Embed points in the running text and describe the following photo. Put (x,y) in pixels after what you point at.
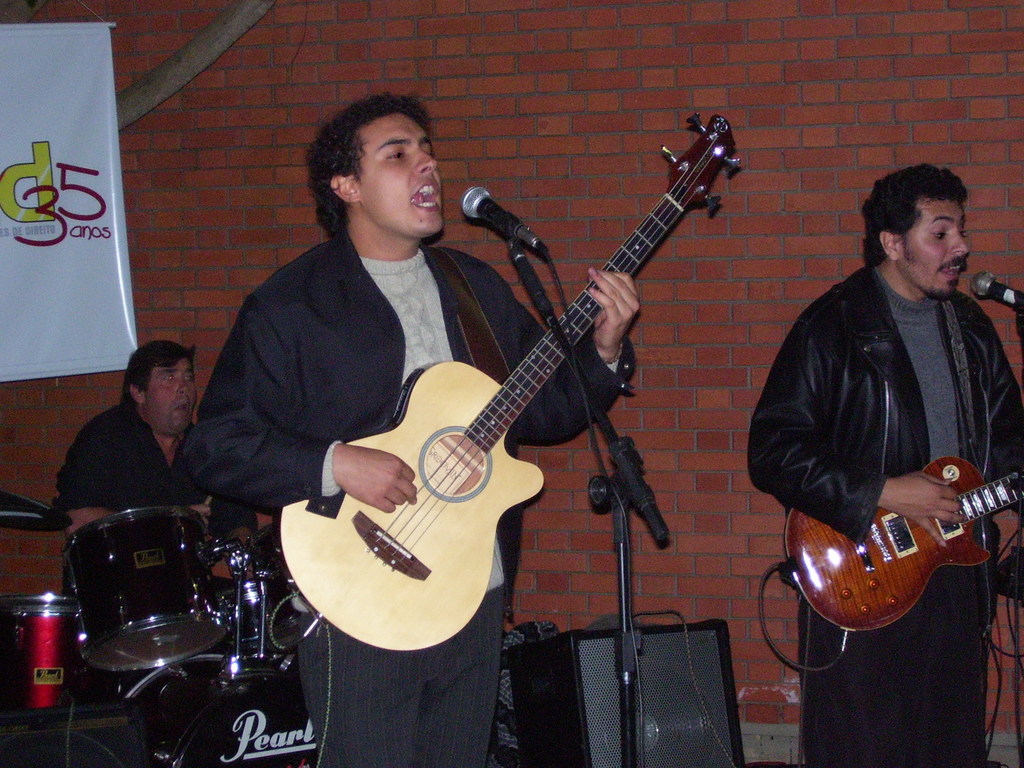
In the center of the picture (537,408) a man (389,228) is standing and singing, he is playing guitar (397,566). On the right (881,424) there is a person (870,387) in black jacket (844,417) singing he's also playing guitar (927,541). There are two microphones (509,219). In the left (228,545) background (167,646) there is a person (156,492) playing drums (142,628). On the top left (77,184) there is a banner (73,176). In the background (710,62) there is a brick wall (656,75).
